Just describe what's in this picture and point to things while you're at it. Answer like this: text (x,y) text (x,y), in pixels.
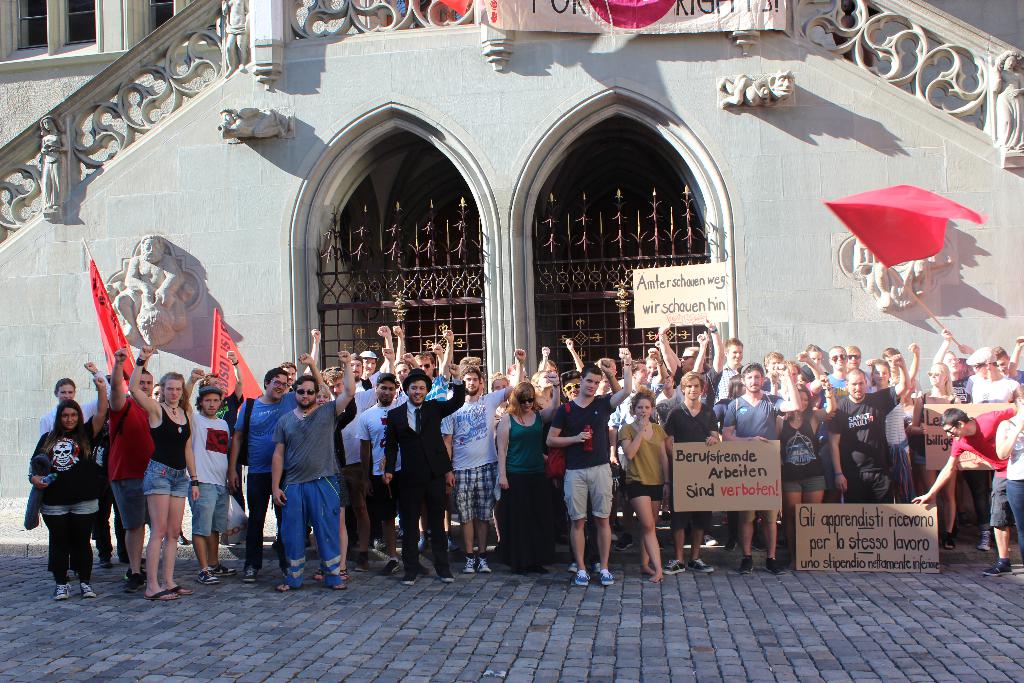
In this image I can see the ground (595,610) and number of persons (482,438) are standing on the ground (834,645). I can see few of them are holding boards (717,505) and few are holding flags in their hands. In the background (846,187) I can see a building (754,109), the railing (139,85), few statues (50,139) to the buildings (828,75), two metal gates (621,216) and a banner (715,14).
